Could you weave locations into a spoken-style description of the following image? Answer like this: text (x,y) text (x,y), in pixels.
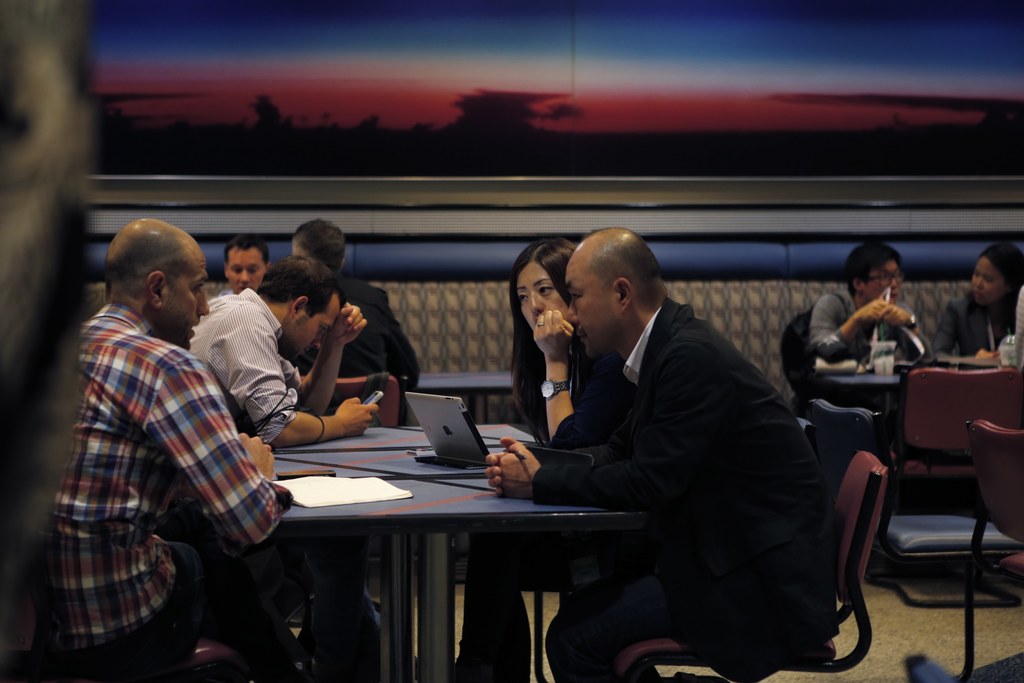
In this picture there a group of people (374,615) sitting at the table (429,479), a woman (541,355) is staring at the man (504,487) and there is a laptop (467,466) on the table (325,518) with some papers (344,500) on it
